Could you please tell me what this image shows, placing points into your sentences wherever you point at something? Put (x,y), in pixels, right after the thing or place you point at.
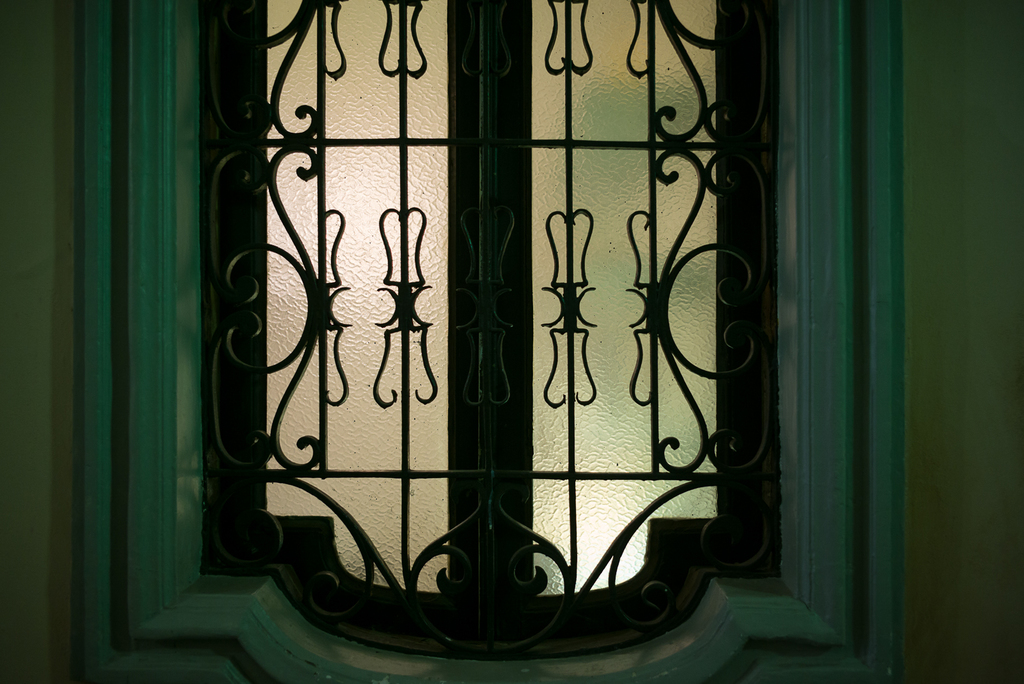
In this image there is a window (437,276) to the wall (983,414). There is a grill (404,294) to the window (425,100).
